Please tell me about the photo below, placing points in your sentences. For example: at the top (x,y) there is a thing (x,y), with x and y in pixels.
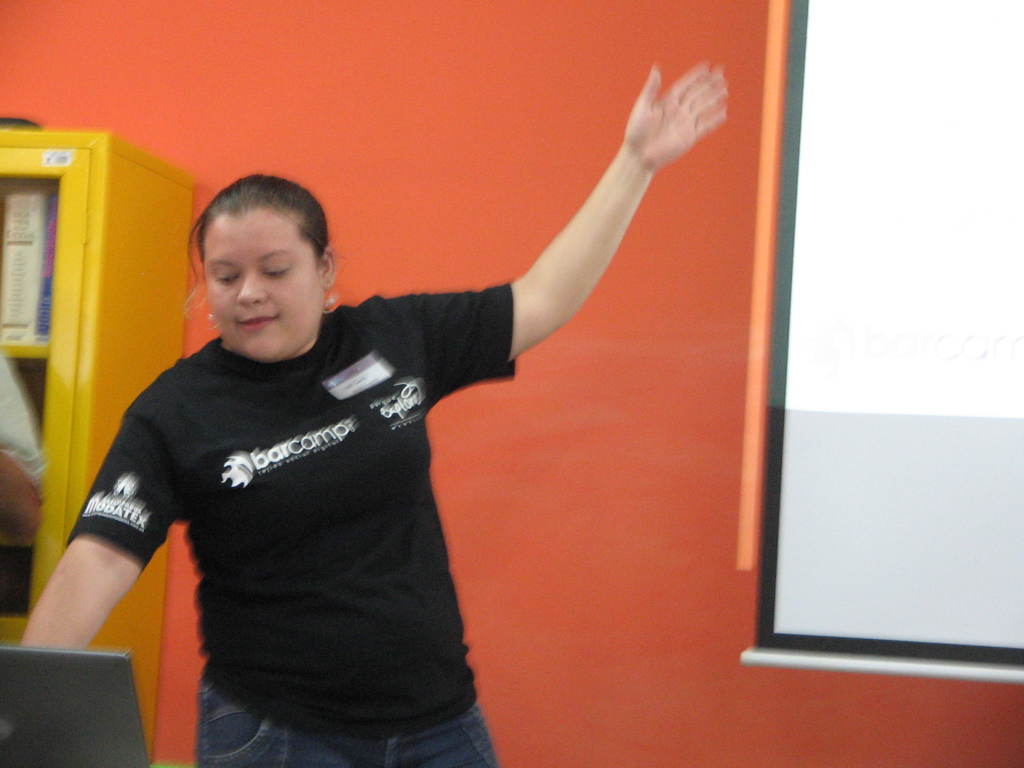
In this image we can see a woman (231,500) standing on the floor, projector screen (802,250), cupboard (185,216) and wall (491,532).
